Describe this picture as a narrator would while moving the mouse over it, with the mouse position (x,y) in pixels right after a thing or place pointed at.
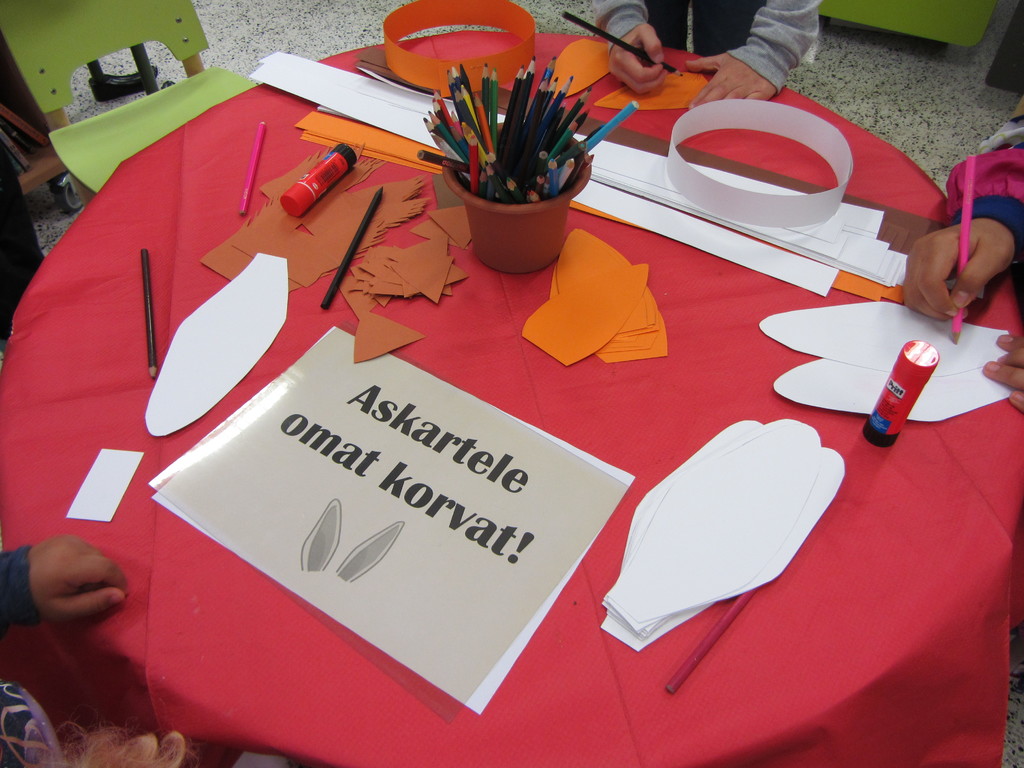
On the left side (33,618), there is a child (29,611) placing a hand (71,611) on the red color cloth (130,592), which is on a table (190,591). On this cloth (262,591), there is a sign (441,538), there are papers (364,266), pencils (575,173) in a pot (518,266), glue sticks (900,412), pencils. On the right side (766,5), there are two children (784,13) sketching on the papers (687,88). In the background (199,45), there is a green color chair (199,45) and other objects (7,80) on the floor (840,71).
